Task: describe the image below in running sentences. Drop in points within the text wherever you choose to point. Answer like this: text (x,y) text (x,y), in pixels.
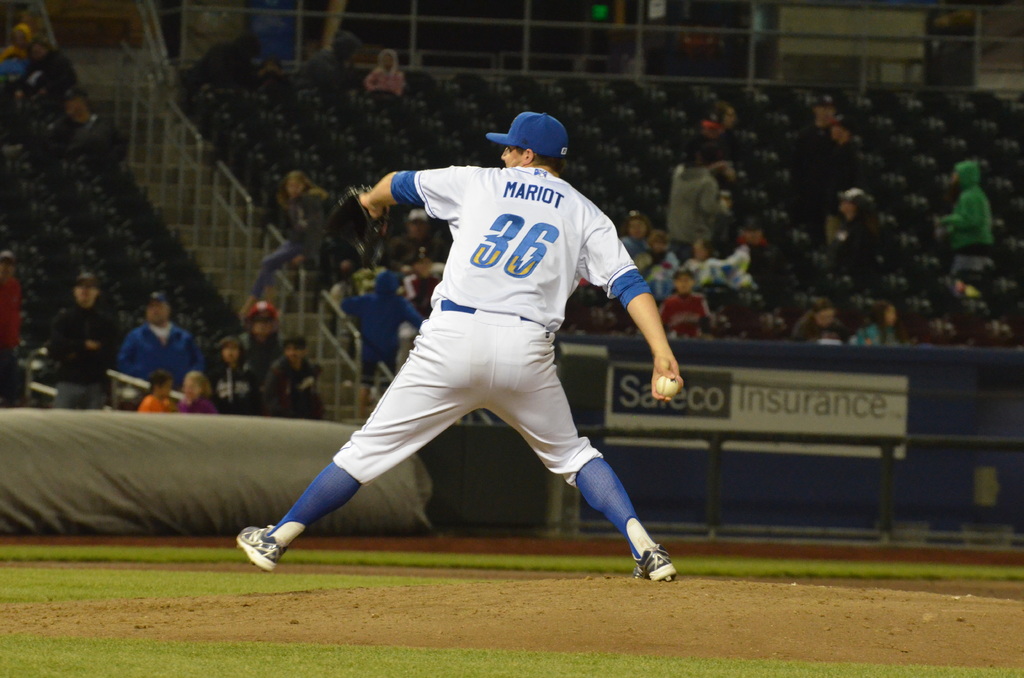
In this image I can see a person (485,382) wearing blue and white colored dress (448,366) is standing and holding a ball (666,385) in his hand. In the background (605,339) I can see the stadium (598,325), number of persons (226,359) sitting in the stadium (214,303) and the railing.
